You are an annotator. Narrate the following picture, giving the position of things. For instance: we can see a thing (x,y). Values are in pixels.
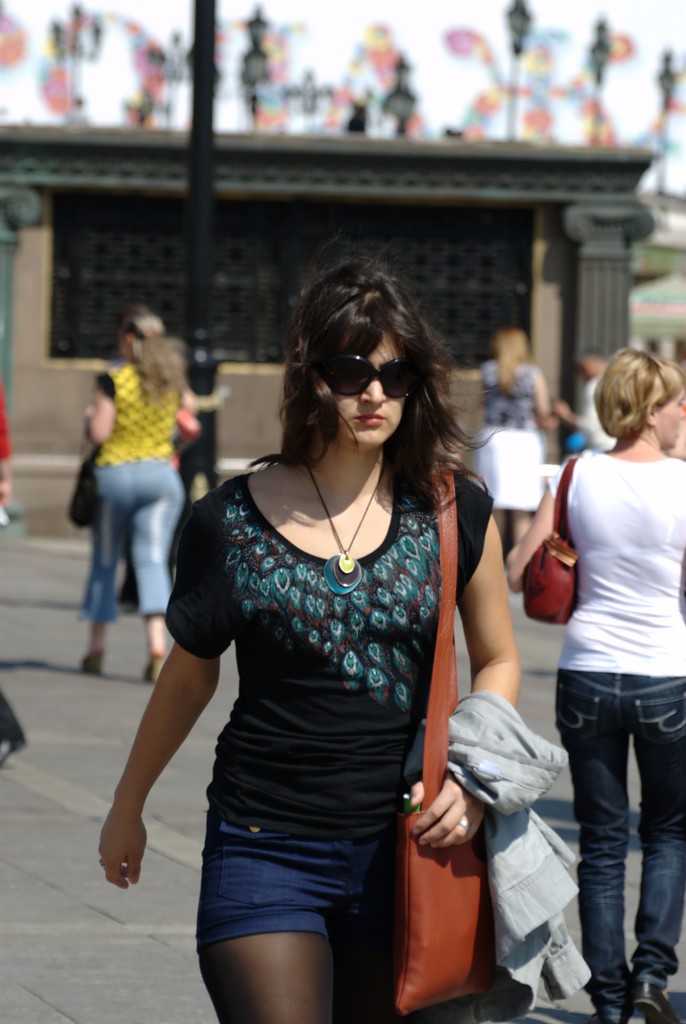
In this picture, we can see a few people (361,610), and a few are holding some objects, we can see the ground (42,876), house (244,312) poles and the blurred background (339,206).
